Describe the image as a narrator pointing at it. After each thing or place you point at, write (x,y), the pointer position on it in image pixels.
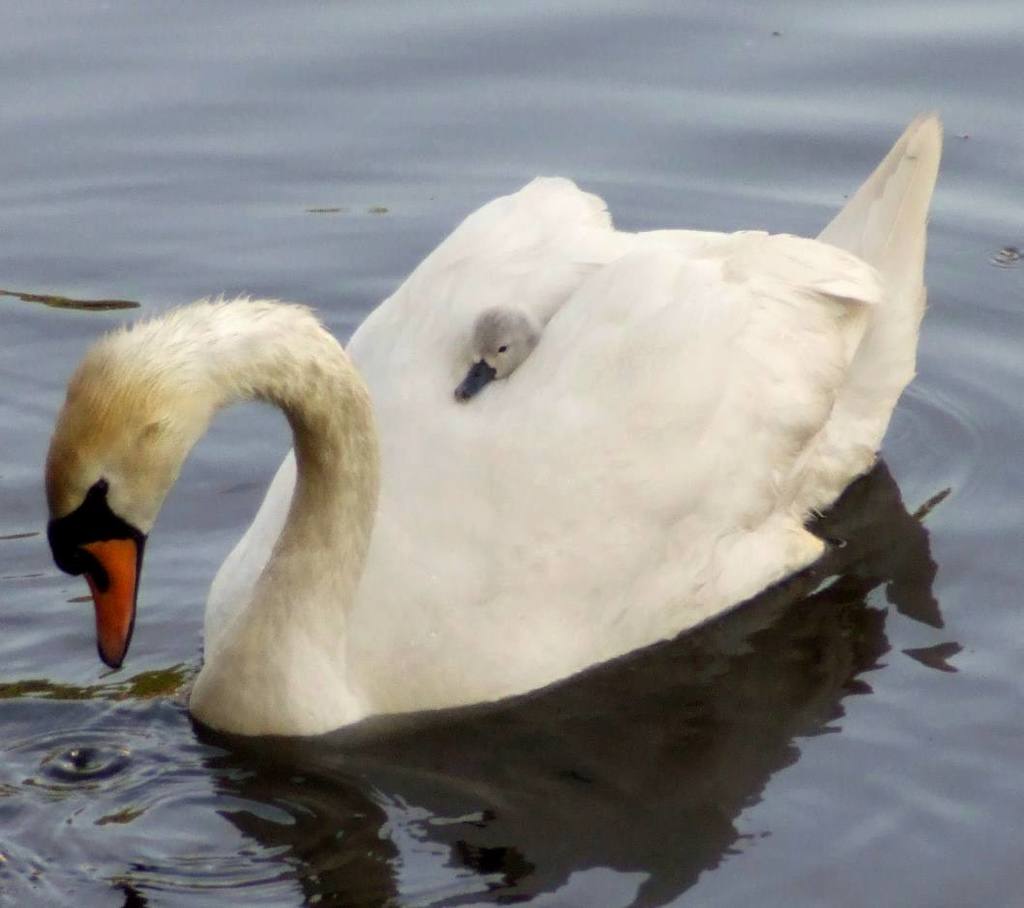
In this image I can see a bird (604,518) which is white, cream, brown, black and orange in color is on the surface of the water (685,713) and I can see a small bird (507,346) which is grey in color on it.
